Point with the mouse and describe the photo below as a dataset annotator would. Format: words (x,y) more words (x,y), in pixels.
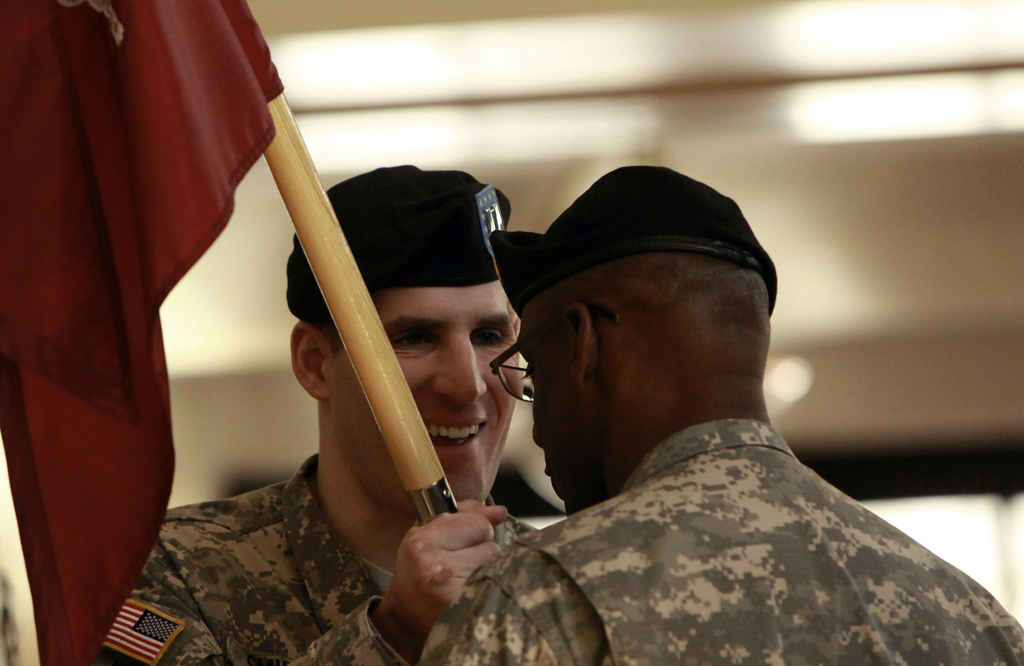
In this image we can see men (334,374) and one of them is holding flag (264,122) in the hands (426,540).
